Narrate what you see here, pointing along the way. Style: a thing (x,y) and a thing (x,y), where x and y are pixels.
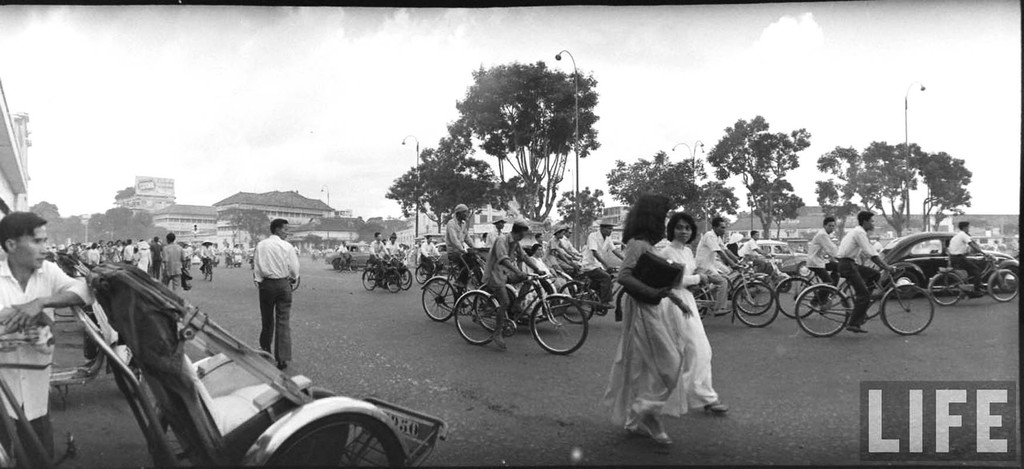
It is a black and white picture where it is taken outside on the road (257,297) and there are number of people (521,267) riding bicycles (571,284) and in the middle (637,269) two women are walking and there are trees (882,182) and buildings (301,212). In the picture where coming to the left corner of the picture (50,359) one man (46,344) is standing and resting his hand (86,300) on his cart (309,388) and at the right corner (906,284) there is one car (933,272).
